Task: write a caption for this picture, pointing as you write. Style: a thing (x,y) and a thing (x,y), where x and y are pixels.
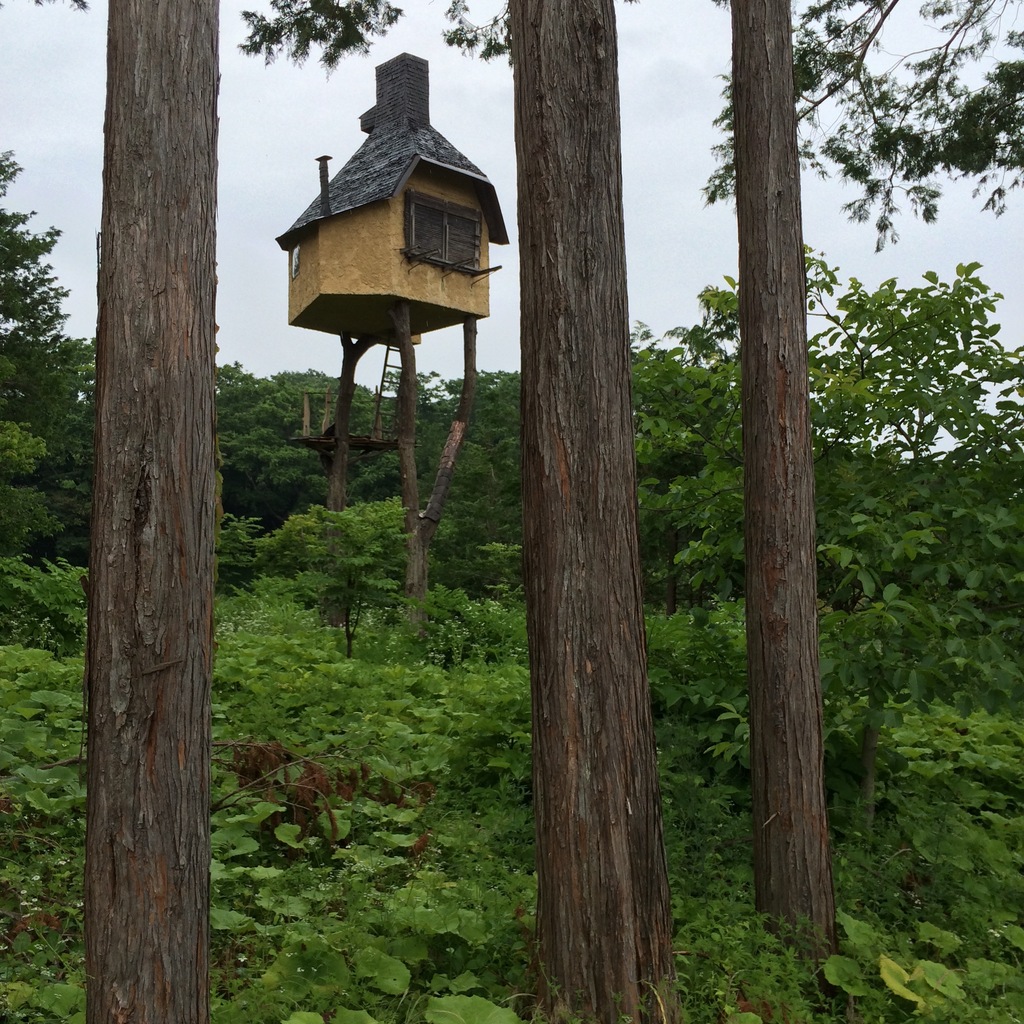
In the image there are trees (290,560) and at the center of the image (378,403) there is a tree house (396,241). At the background (659,176) there is sky (660,76).
